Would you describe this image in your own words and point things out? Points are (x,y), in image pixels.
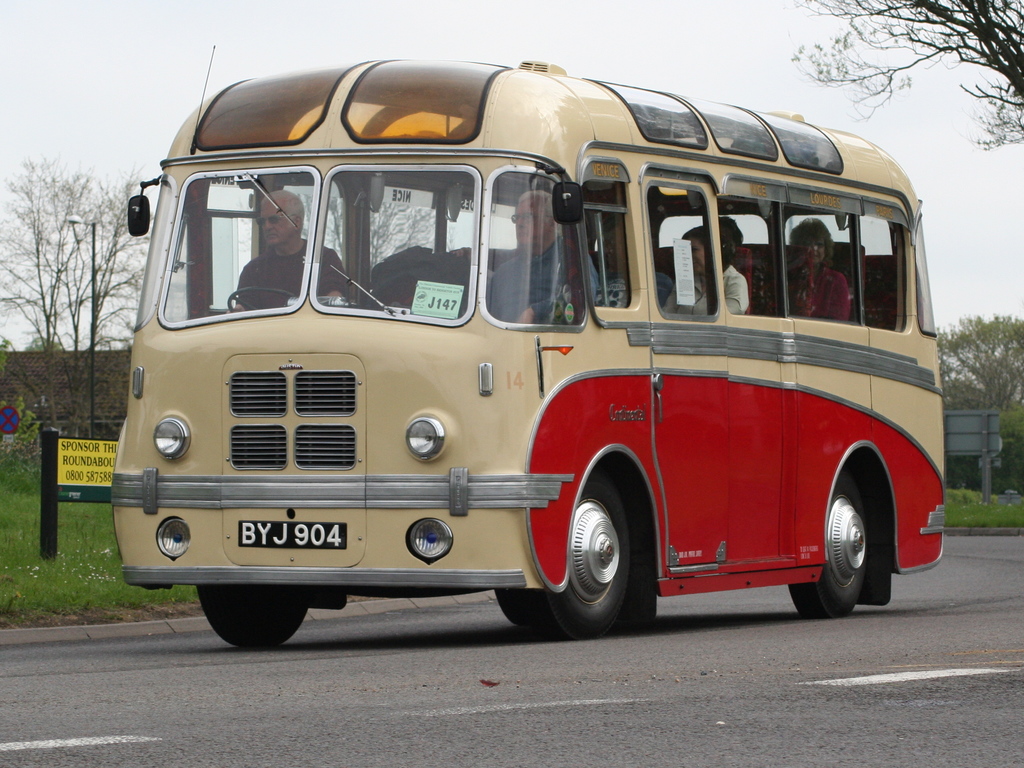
In the image there is a bus (620,578) moving on the road (568,640) and beside the bus (387,387) there is a garden (39,542) with a lot of grass (18,527) and in the front side of the garden (103,531) there is some board (59,497) kept beside the road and in the background (39,309) there are few trees (20,277).
